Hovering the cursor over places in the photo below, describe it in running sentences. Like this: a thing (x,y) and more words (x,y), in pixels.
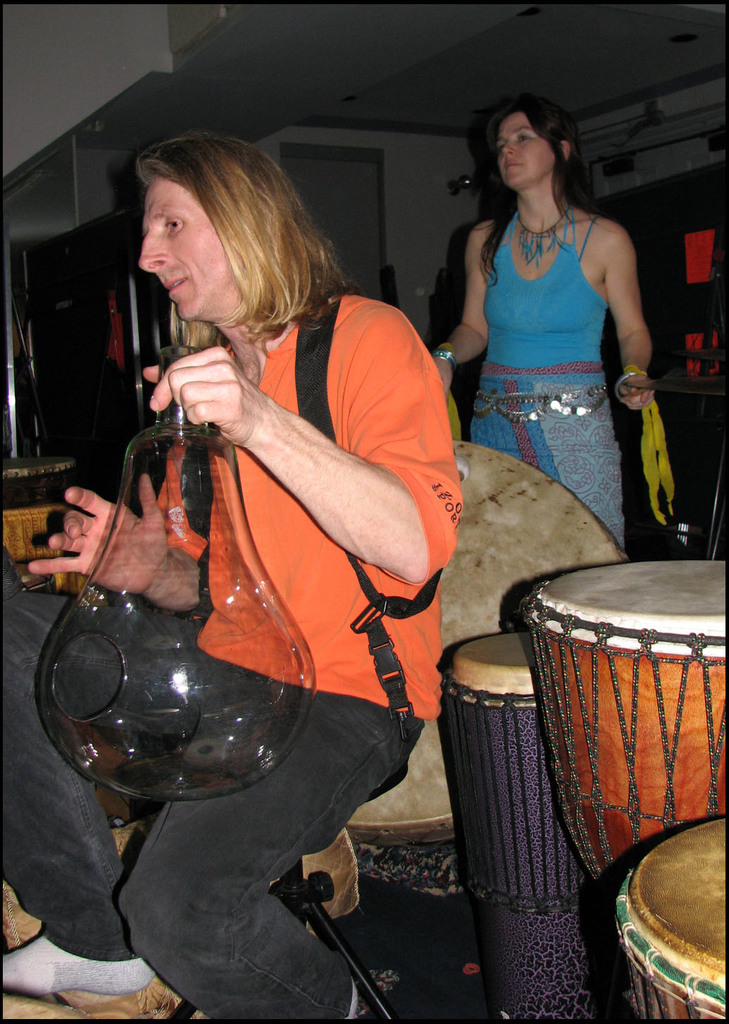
In the image we can see there is a man (382,755) who is sitting in front (254,429) and he is holding a glass flask (160,646) and beside him there are drums (550,754) and behind him there is a woman (544,382) who is standing and holding a cloth napkins (661,464) in her hand (638,406).
